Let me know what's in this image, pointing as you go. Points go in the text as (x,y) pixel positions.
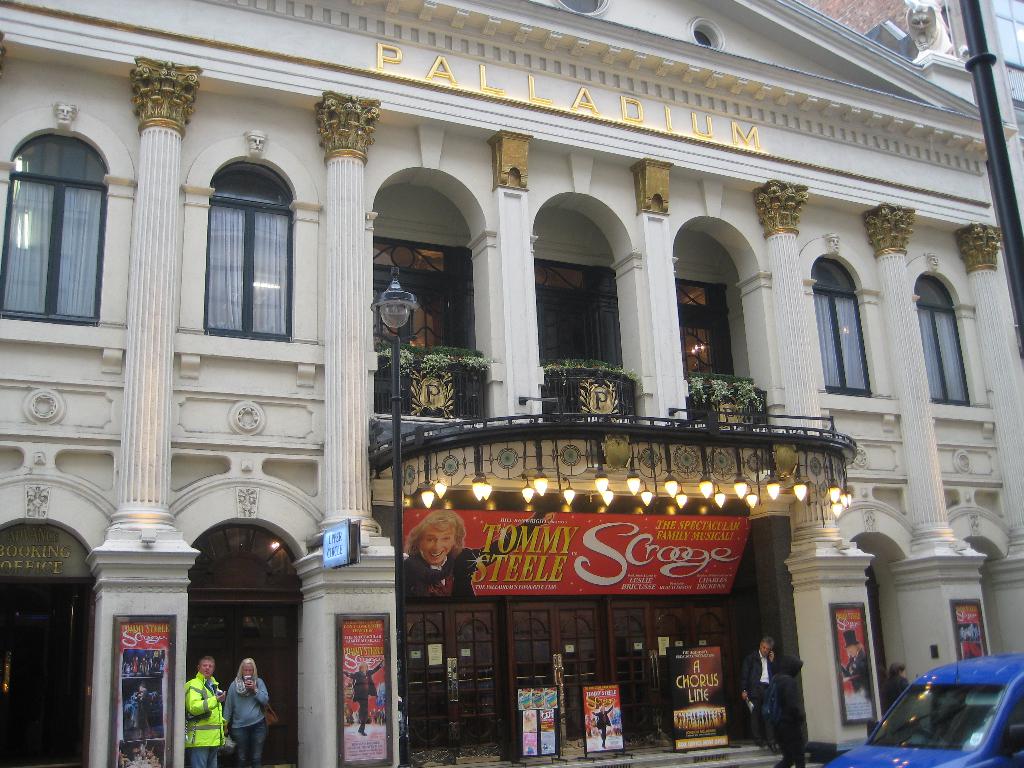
In this image in the front (920,700) there is a car (898,753) which is blue in colour. In the background (370,700) there are persons (749,699) and there is a building (649,375) and on the building (771,420) there are boards (135,628) which some text (507,577) written on it and on the top of the building (546,121) there is a text (658,102) written on the wall (559,101) of the building (629,124). In front of the building (387,563) there is a pole (399,559) which is black in colour and on the right side (961,24) there is a wall (901,15) and there is a statue (934,37).
